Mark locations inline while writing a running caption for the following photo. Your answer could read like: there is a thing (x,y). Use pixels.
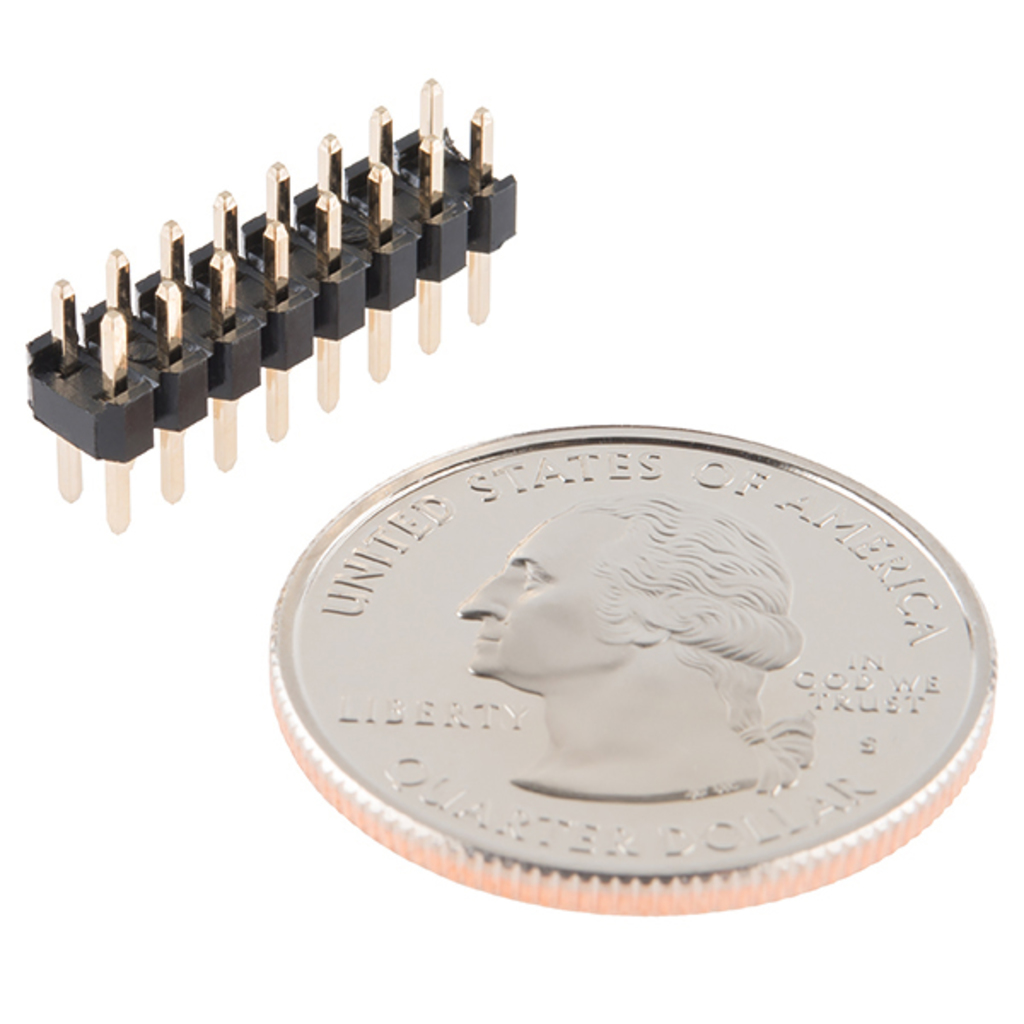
In this picture there is a coin (628,658) and there is a text (456,727) and there is a picture (703,594) of a person (663,618) on the coin (607,560) and there is an electric connector (415,143). At the back (29,498) there is a white background (950,269).
